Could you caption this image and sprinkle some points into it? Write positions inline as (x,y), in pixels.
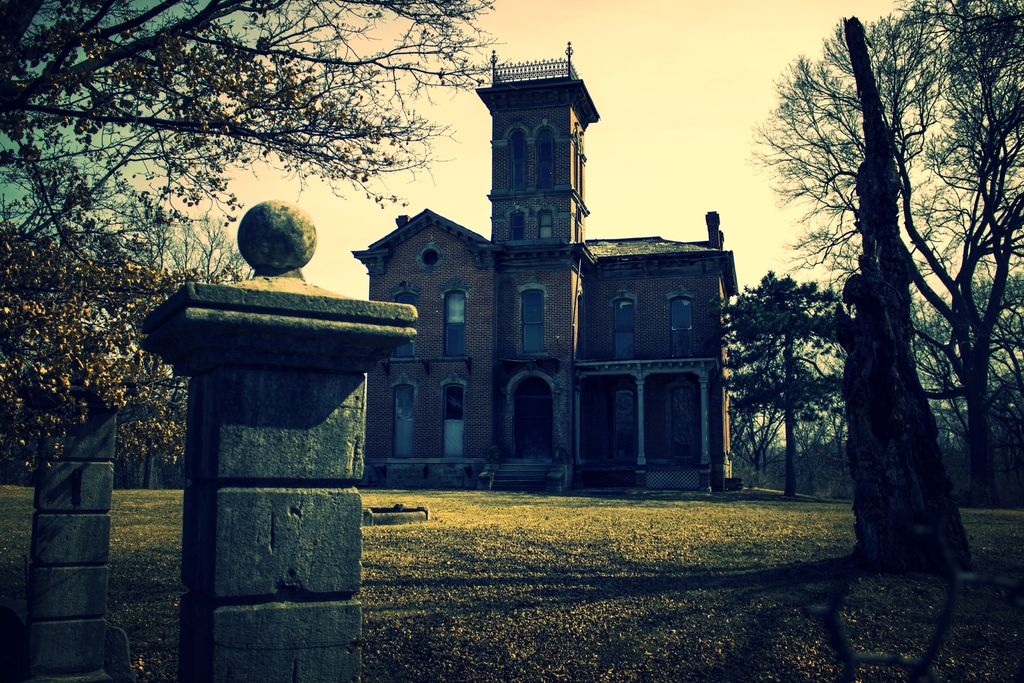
In the background (700,62) we can see the sky (669,121). In this picture we can see a building (695,320), windows (627,318), stairs (527,481). We can see the trees (983,379), pillars (346,512). At the bottom portion of the picture (619,545) we can see the grass (619,545).
